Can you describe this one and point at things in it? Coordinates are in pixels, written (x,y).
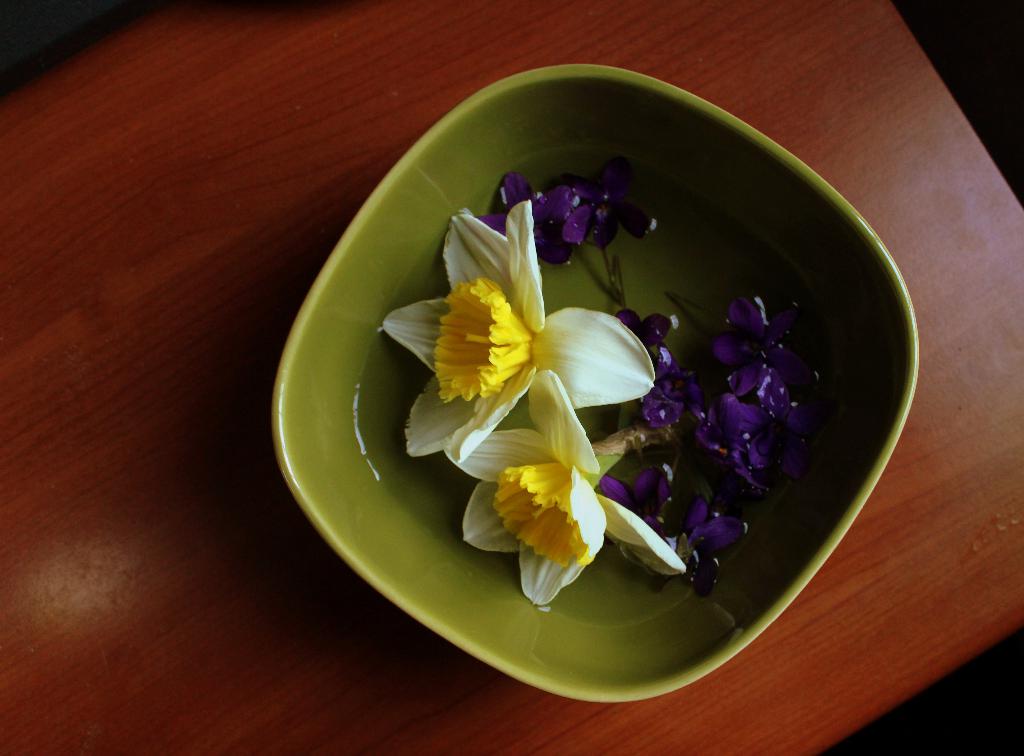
In this image we can see a green color bowl (704,141) in which flowers (491,516) and water (428,478) kept, which is placed on the wooden table (613,706).
